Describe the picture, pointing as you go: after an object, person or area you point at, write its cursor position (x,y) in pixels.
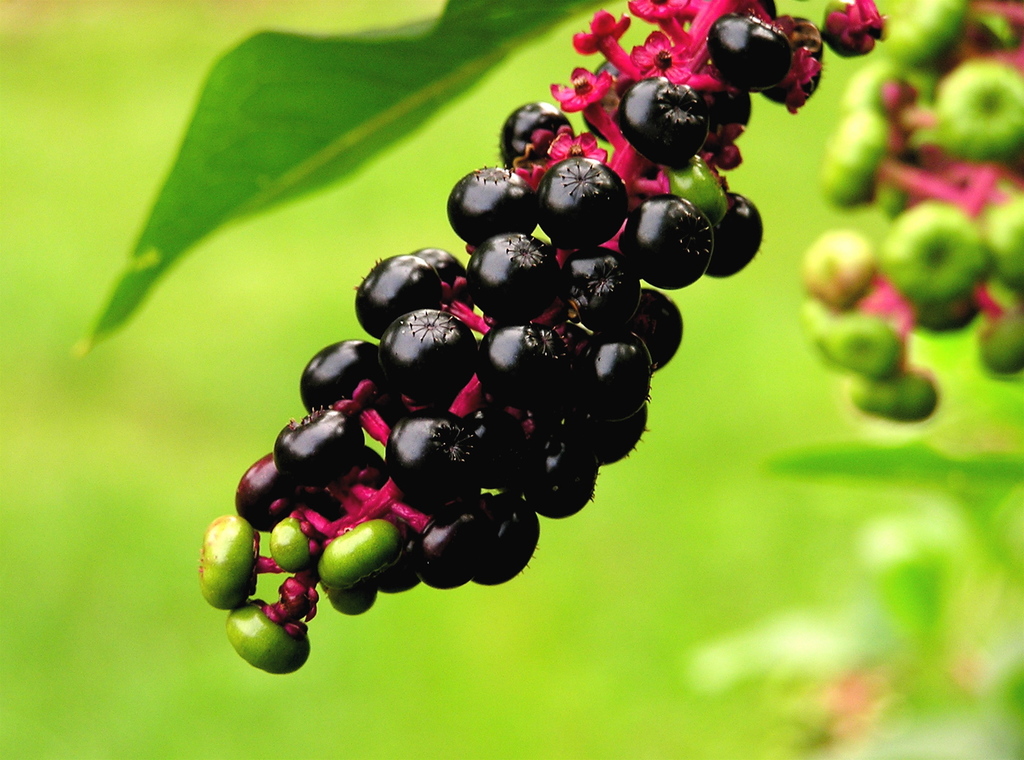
In this image in the foreground (486,257) there are some fruits (453,366), and in the background (937,226) there is a plant (932,215).
